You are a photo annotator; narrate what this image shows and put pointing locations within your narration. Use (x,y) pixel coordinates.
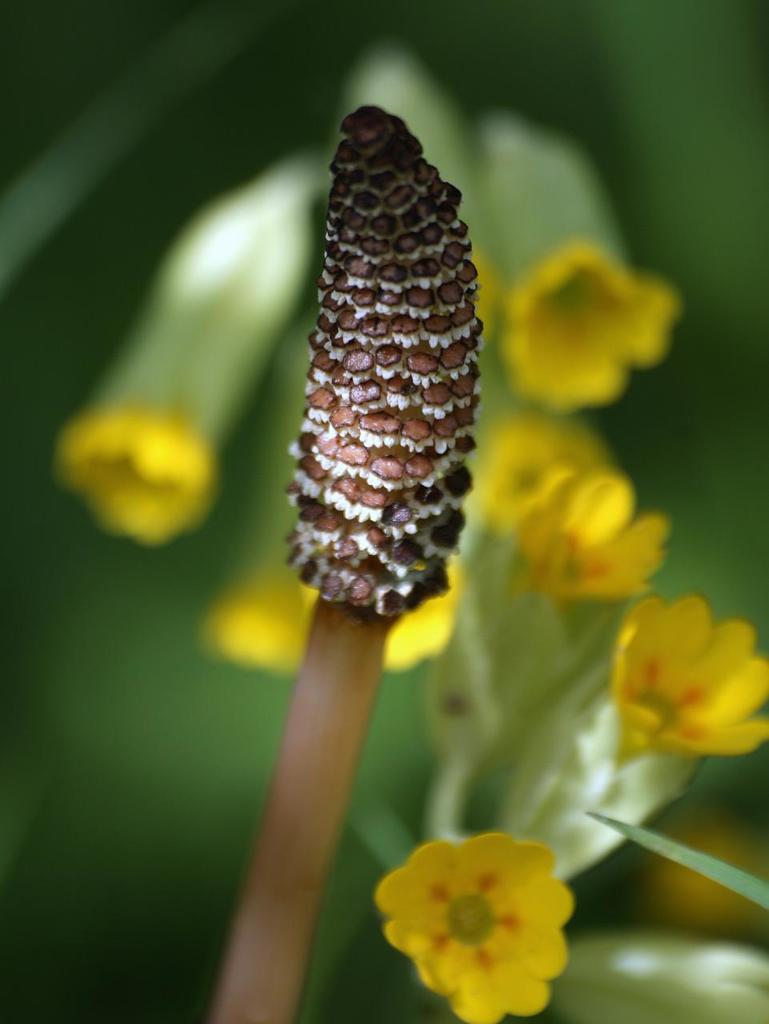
In the center of the image (375,503) there is a flower (227,948). In the background (502,947) there are flowers (553,847).
